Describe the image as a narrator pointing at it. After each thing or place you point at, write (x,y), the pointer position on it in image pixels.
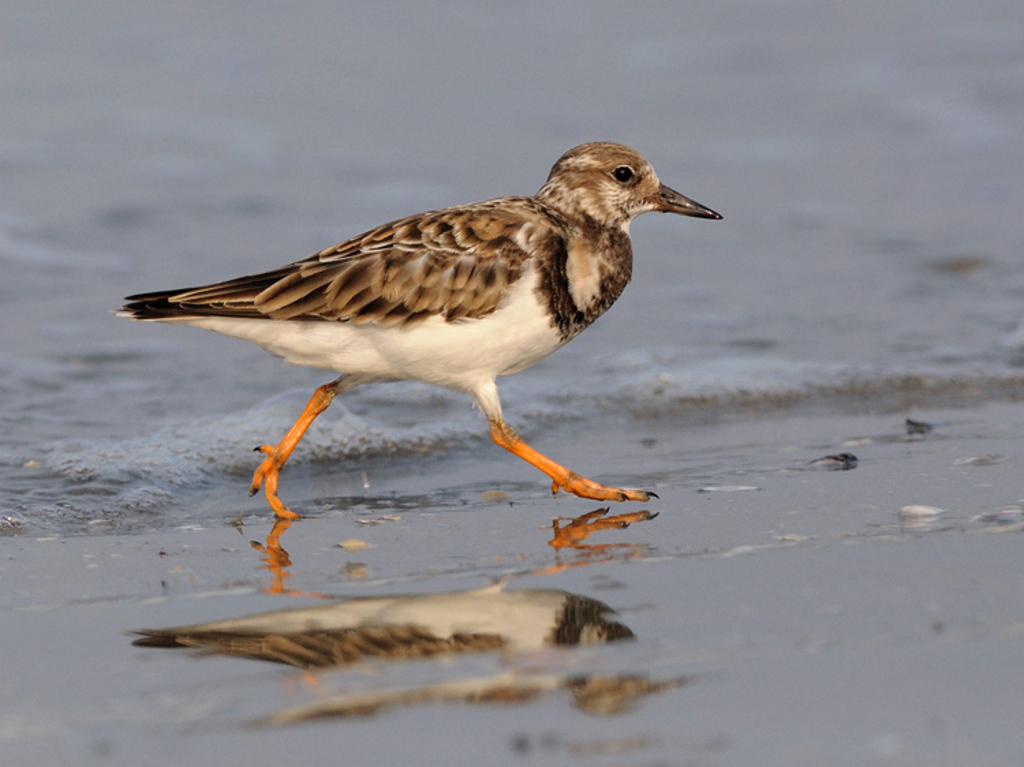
In this image in the center (377,360) there is one bird (559,250), and in the background (464,430) there is a beach (819,378). At the bottom (689,579) there is sand (508,557).
